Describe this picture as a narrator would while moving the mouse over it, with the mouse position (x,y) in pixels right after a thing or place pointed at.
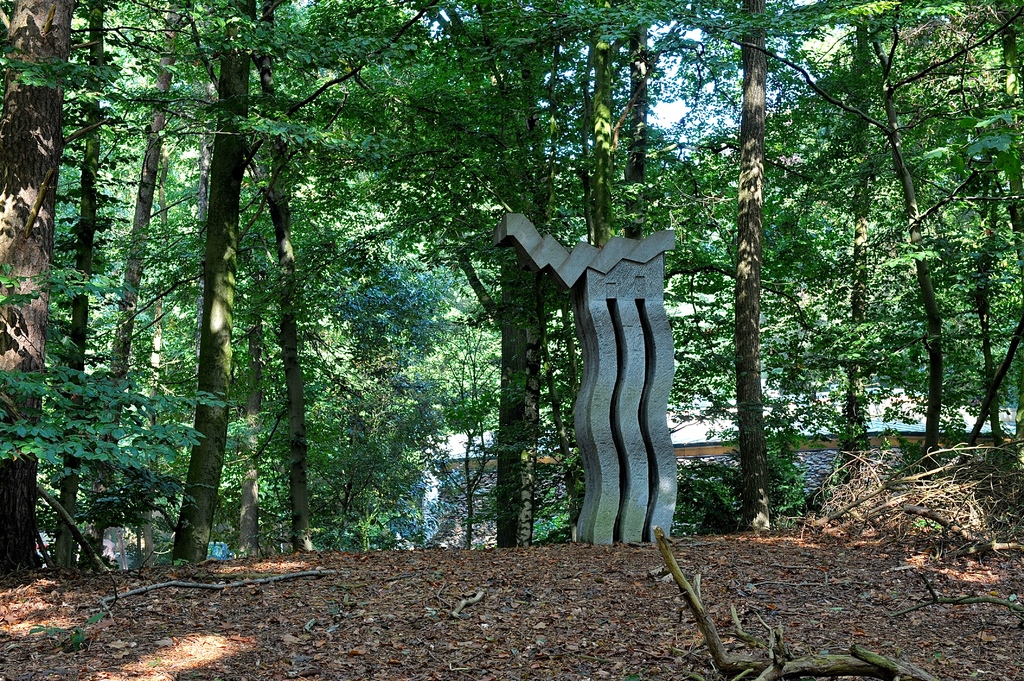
In the image there are many dry leaves (337,613) on the soil (550,609) in the foreground (745,621) and there is some object (589,307), around that object (605,331) there are many trees (462,171).
